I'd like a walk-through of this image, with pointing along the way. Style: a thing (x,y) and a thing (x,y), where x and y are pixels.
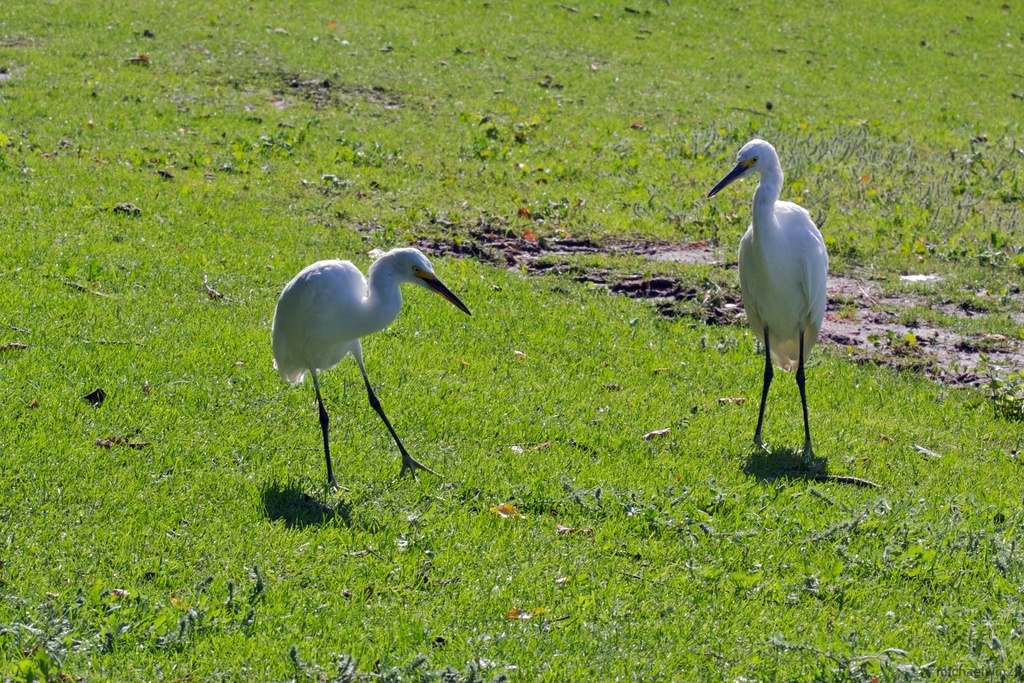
In the image there are two cranes (336,333) standing on the grass (560,385), the cranes (812,335) are in white color and their beak (444,291) is in black color.
